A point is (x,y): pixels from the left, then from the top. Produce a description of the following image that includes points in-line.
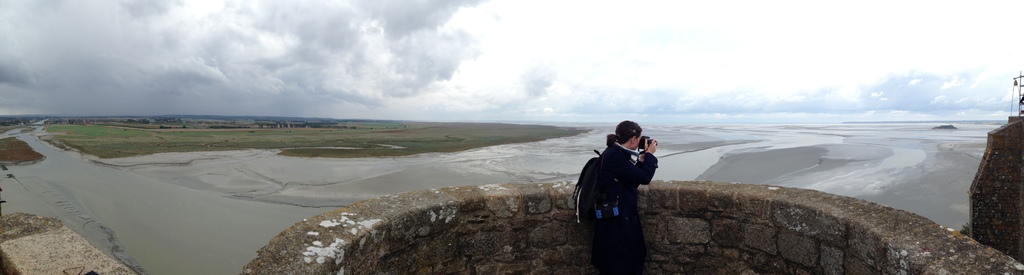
In the picture we can see a man (628,194) standing near the wall (899,232) and capturing the pictures of rivers (217,149) and grass surfaces (187,141) and in the background (391,101) we can see a sky (624,84) with clouds (652,108).
